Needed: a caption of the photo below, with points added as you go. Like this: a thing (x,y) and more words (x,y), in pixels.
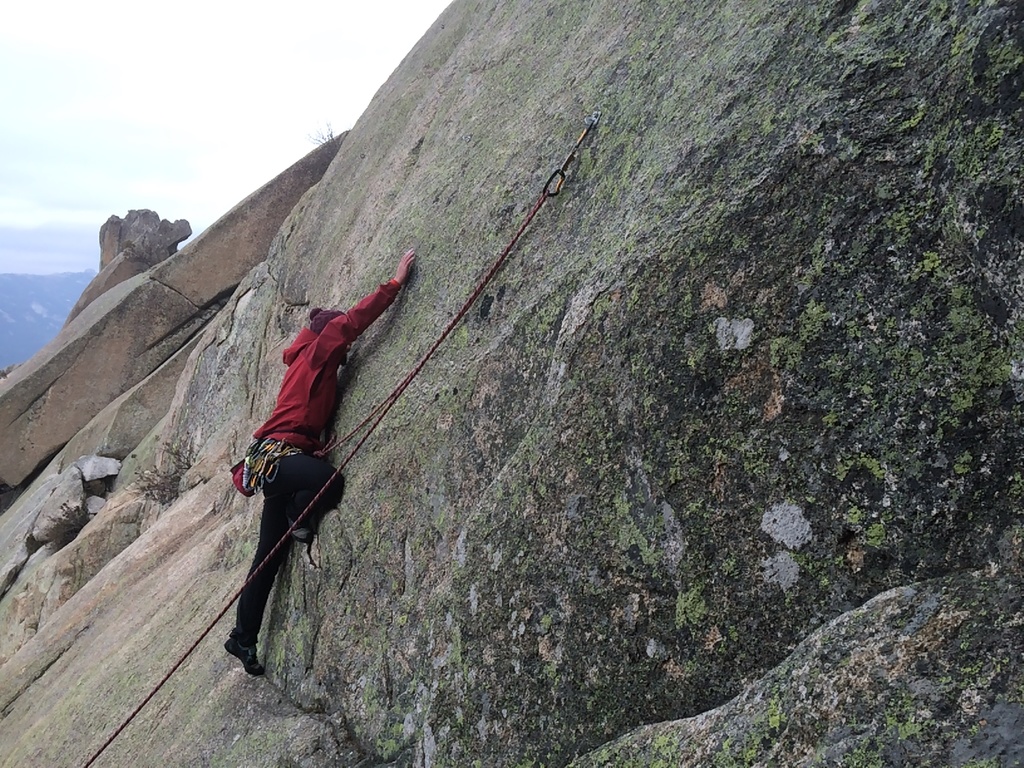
In this image there is a person (304,490) climbing the rock (468,342). There is a rope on the rock (128,687). The other end (333,445) of the rope (318,453) is tied to the person (273,468). In the background (69,335) there are mountains (64,284). At the top (189,99) there is the sky (194,96).
